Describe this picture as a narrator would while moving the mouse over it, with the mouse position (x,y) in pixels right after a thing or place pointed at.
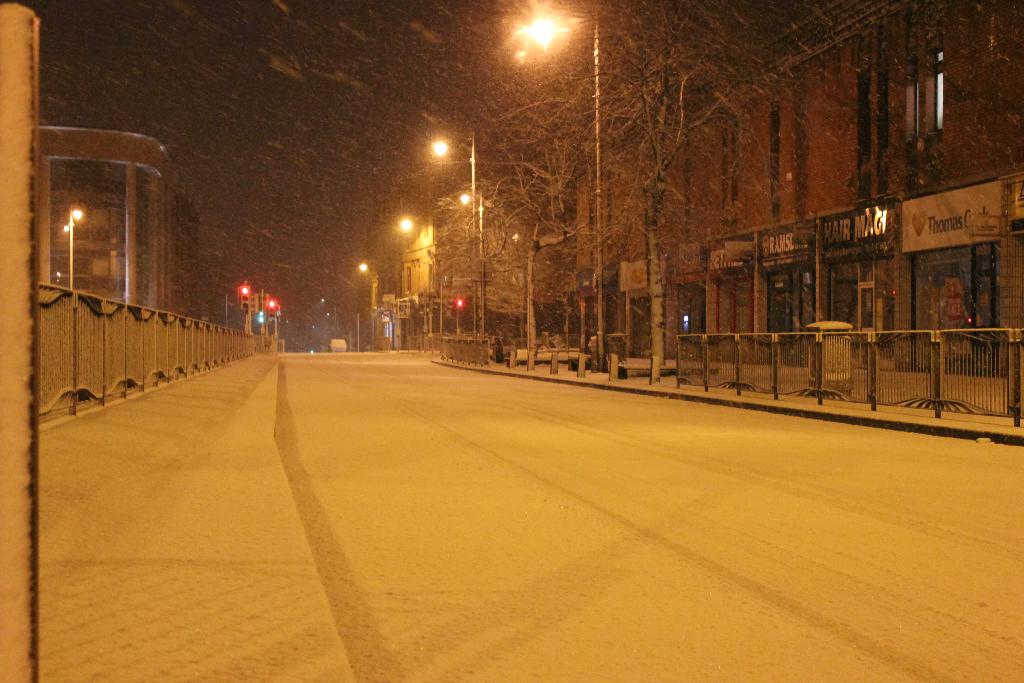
There is a road (474,557). On both sides of this road (350,410), there is fencing (464,354), there are lights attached to the poles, buildings (786,229). And the background (305,231) is dark in color.
